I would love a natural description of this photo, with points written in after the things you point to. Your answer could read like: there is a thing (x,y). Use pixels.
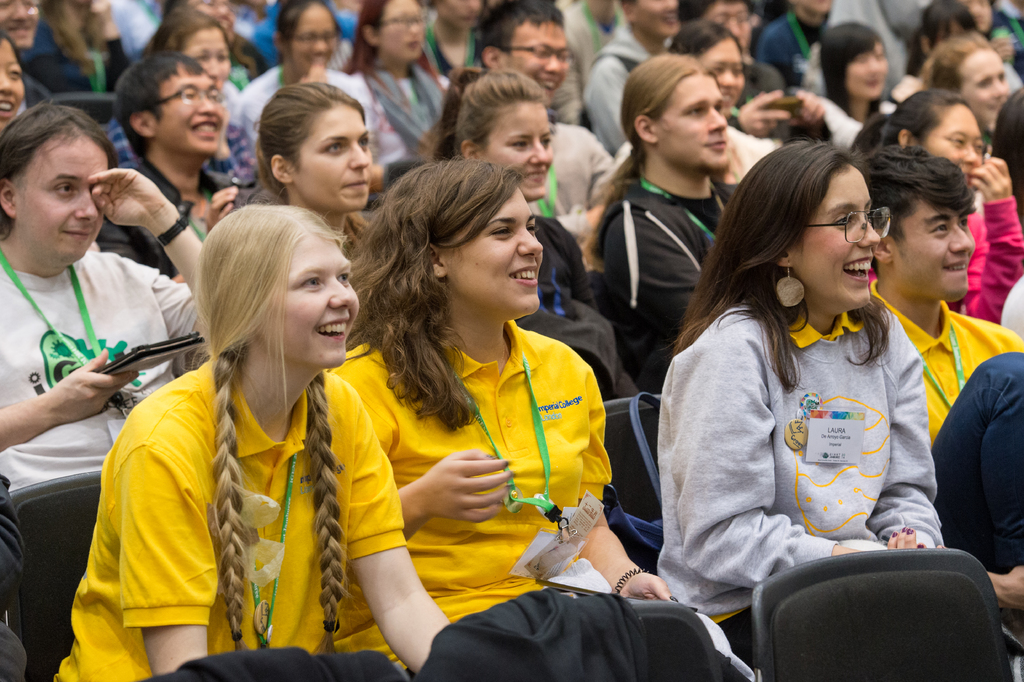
In this image I can see people (447,408) are sitting on chairs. Among them some are wearing ID cards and spectacles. Some of them are also smiling.
